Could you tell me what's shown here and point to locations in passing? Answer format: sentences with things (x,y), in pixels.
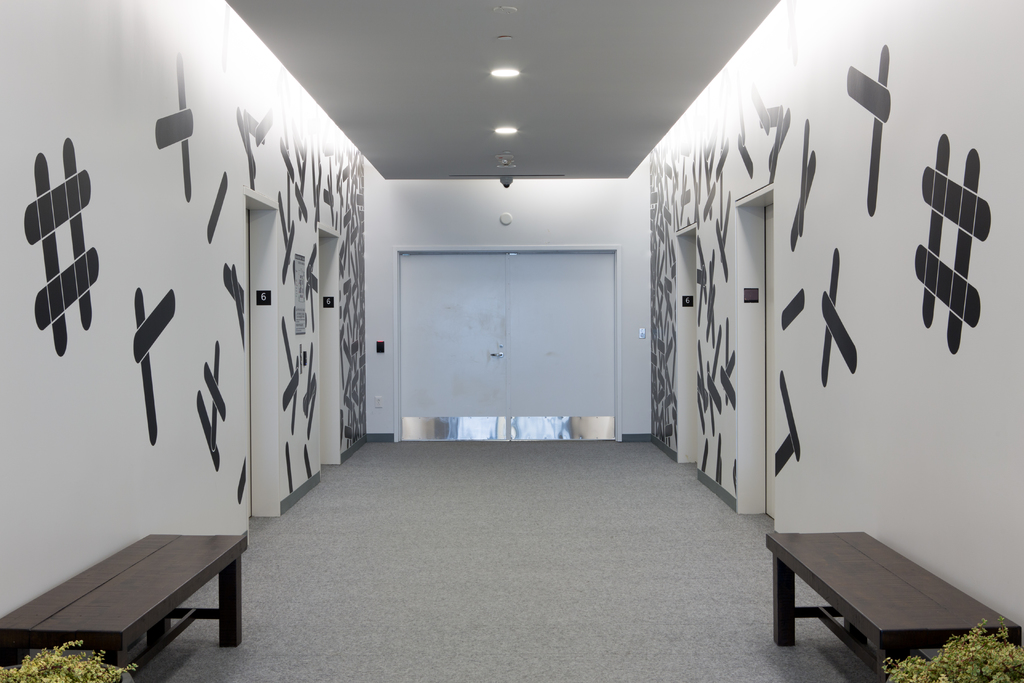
In this image I can see a room (372,588) which has white walls (90,453) and there is a black paint (799,298) on it. There are benches (159,577) and plants (920,660) on the either sides. There is a white door (482,355) at the back (494,319) and lights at the top (513,134).
